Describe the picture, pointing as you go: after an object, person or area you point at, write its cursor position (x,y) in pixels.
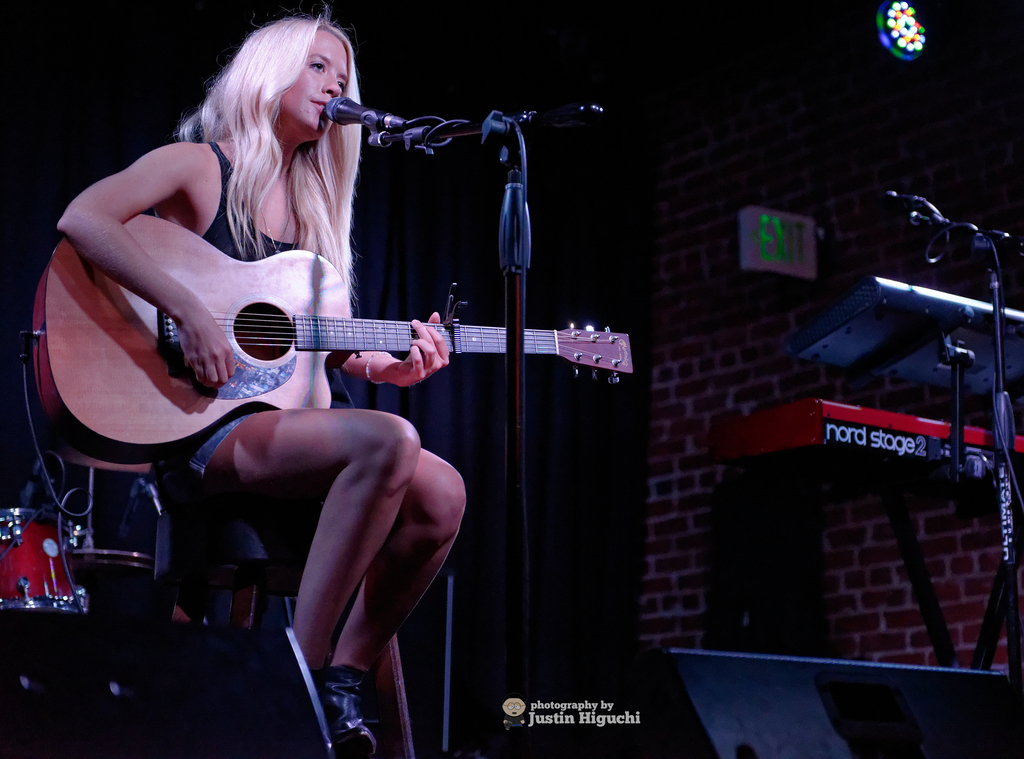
It is taken in a closed room (422,449) on the stage (273,613). Where one woman (308,577) is sitting on the chair (280,518) and playing a guitar (277,354) and singing in the microphone (359,124), she is wearing shorts (221,445) and black top (256,239). Behind her there are drums (14,590) and in front of her there are speakers (882,666) and lights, beside her there is a keyboard (894,428) and there is a wall (859,279) with a exit sign board (776,235) and behind her there is a black curtain (500,424).
